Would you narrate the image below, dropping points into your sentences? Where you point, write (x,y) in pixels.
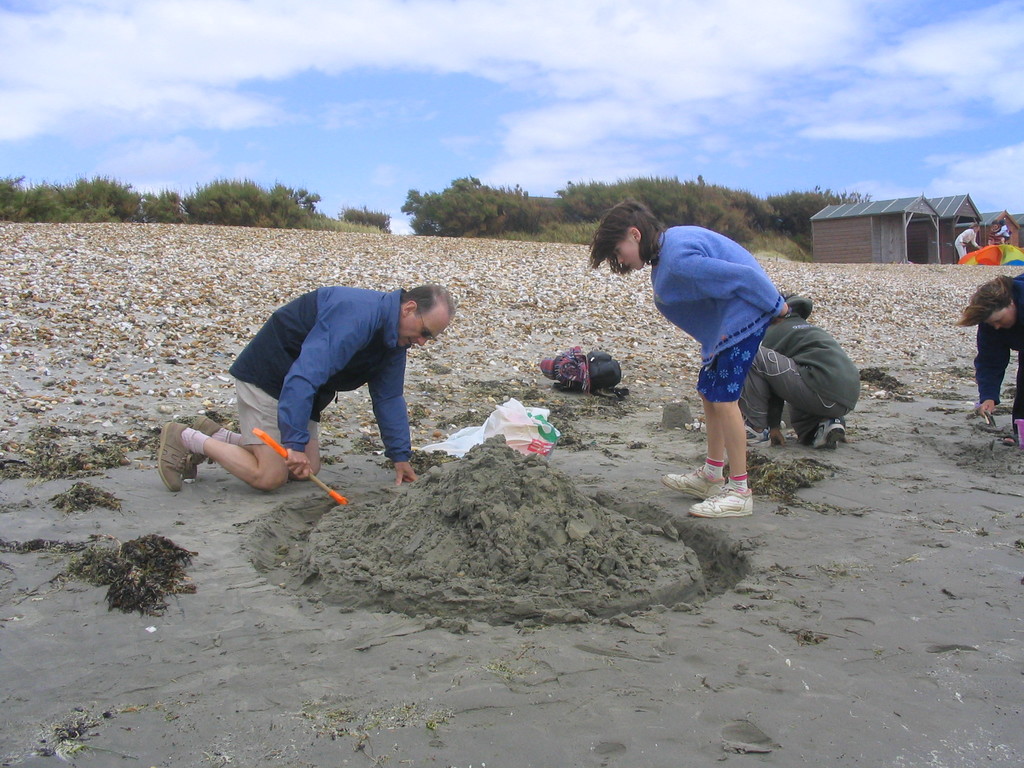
In this picture there is a old man (358,358) wearing blue color jacket (334,360) is digging a sand (572,472). Beside there is girl (717,391) standing and looking him. Behind there are many pebbles (417,255) and trees (415,216). On the right side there three beach huts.
